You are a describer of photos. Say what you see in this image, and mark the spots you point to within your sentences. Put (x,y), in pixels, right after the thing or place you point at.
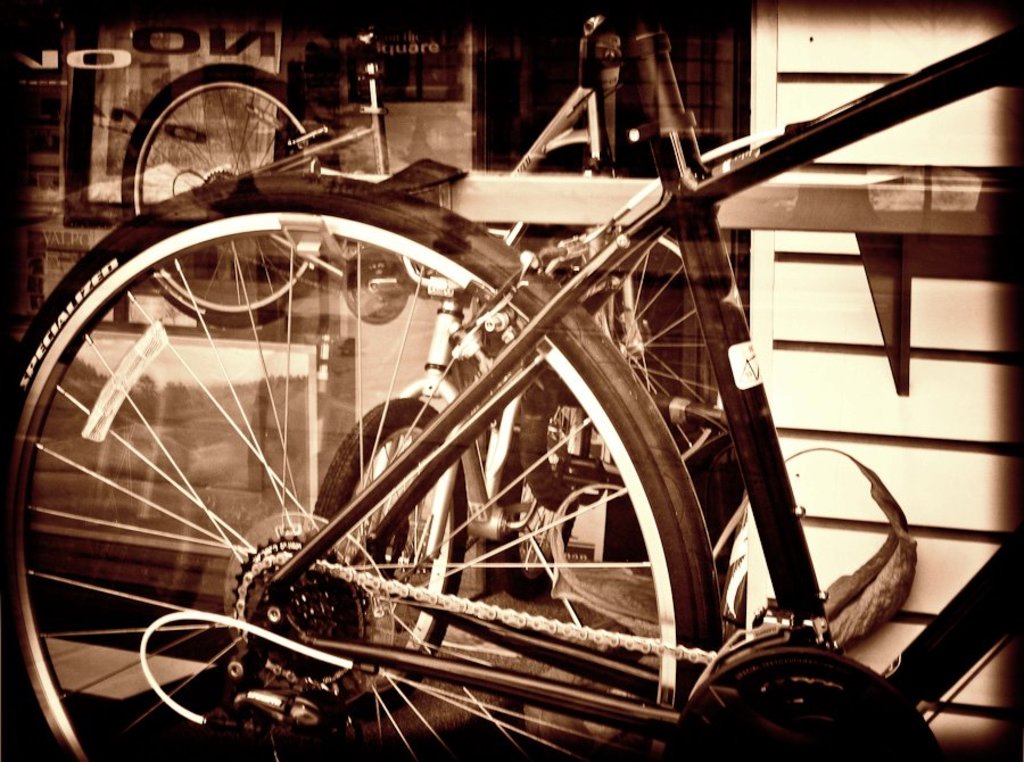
In this image we can see bicycles (509,231).
